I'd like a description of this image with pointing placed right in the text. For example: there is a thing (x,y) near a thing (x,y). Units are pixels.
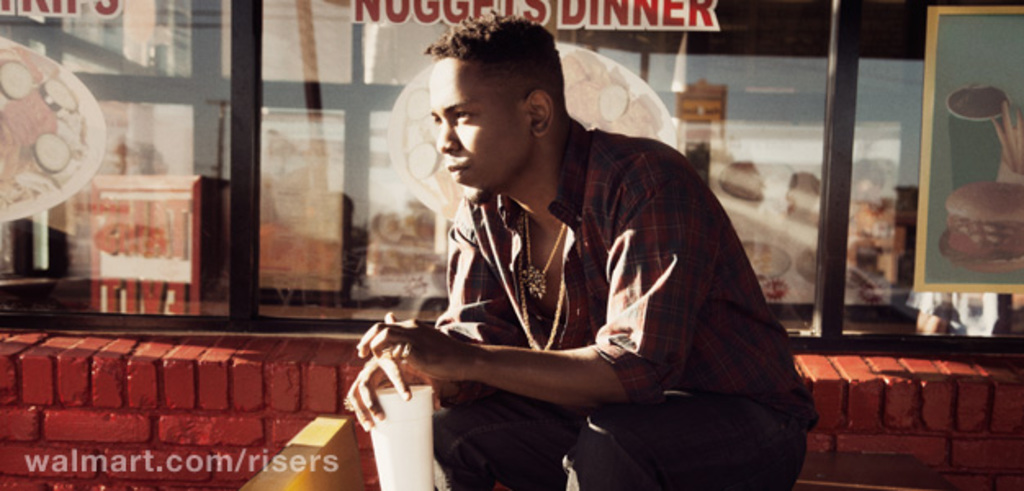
In the center of the image (565,276) a man (614,271) is sitting and holding a glass (429,406). In the background of the image (144,161) window (868,237) is there. On the left side of the image (205,398) wall (194,381) is present.
